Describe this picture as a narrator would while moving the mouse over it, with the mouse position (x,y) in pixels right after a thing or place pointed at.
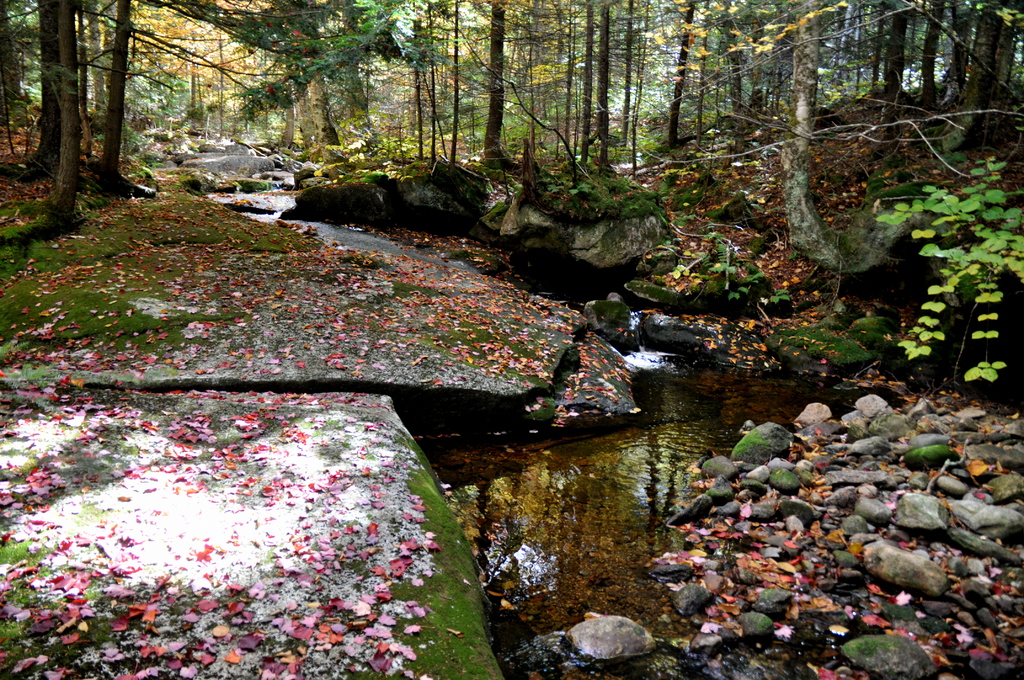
In this image we can see some trees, leaves (335,329), rocks (259,370), stones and water (557,485).
